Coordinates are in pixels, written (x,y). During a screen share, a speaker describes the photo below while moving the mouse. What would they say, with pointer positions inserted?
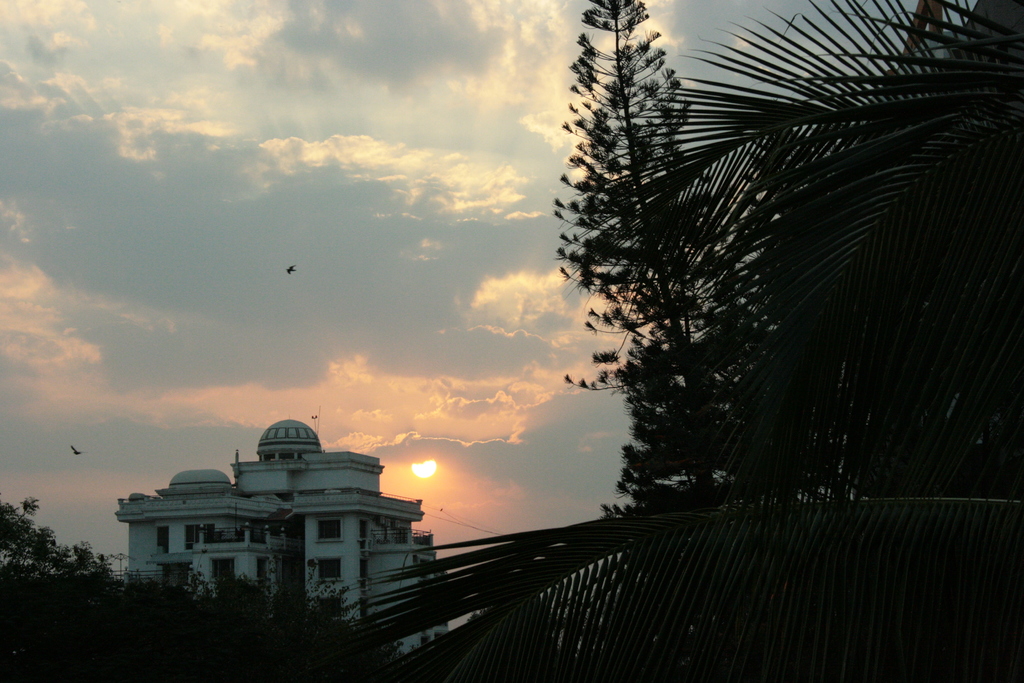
In this picture there is a building (369,511) and there are trees (581,529). At the top (361,174) there is sky (386,181) and there are clouds (292,306) and there are birds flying and there is a sun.
